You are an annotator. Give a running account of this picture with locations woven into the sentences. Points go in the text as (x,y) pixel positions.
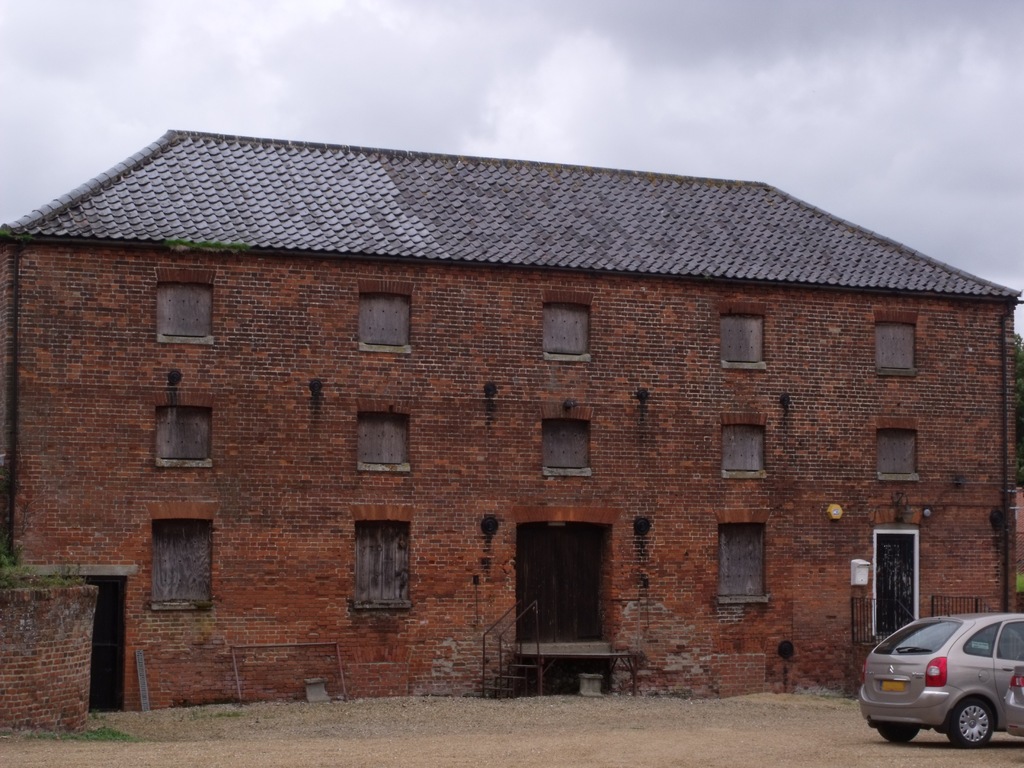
There is a building (235,351) with windows (390,532), doors (544,583) and steps (520,649) with railings (483,674). On the right side (871,709) there are vehicles (966,686). In the back (307,82) there is sky (657,65) with clouds (657,65). Also there are few plants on the left side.
